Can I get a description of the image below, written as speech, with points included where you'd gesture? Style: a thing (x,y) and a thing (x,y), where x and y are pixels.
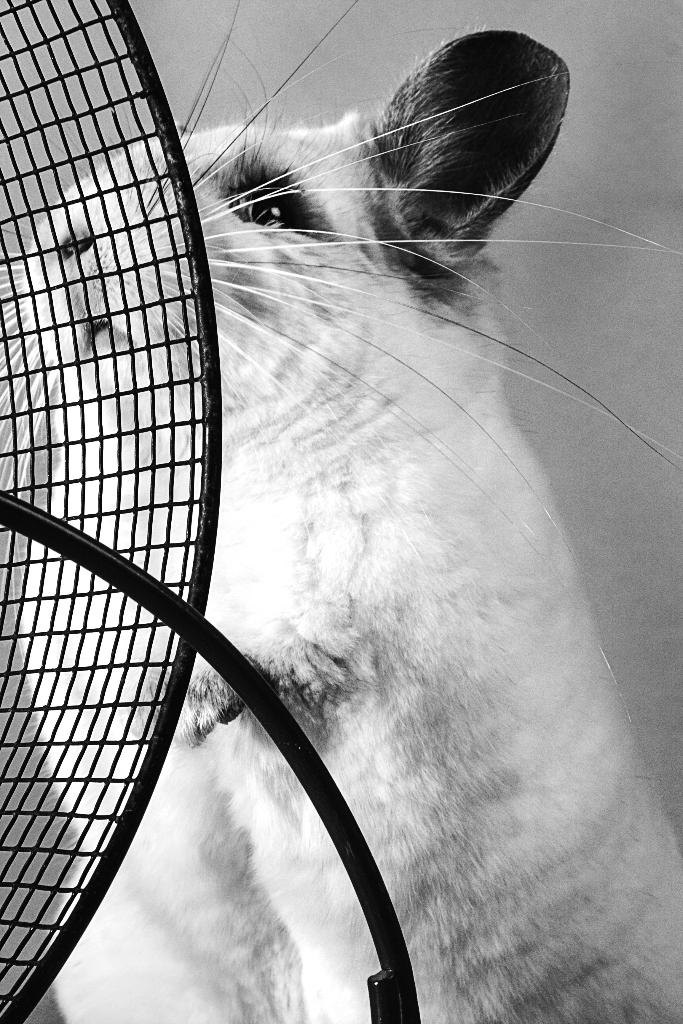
In this image we can see an animal (271,489). In front of the animal (441,554) we can see a metal object (185,565). Behind the animal (370,377) we can see a wall (654,646).
